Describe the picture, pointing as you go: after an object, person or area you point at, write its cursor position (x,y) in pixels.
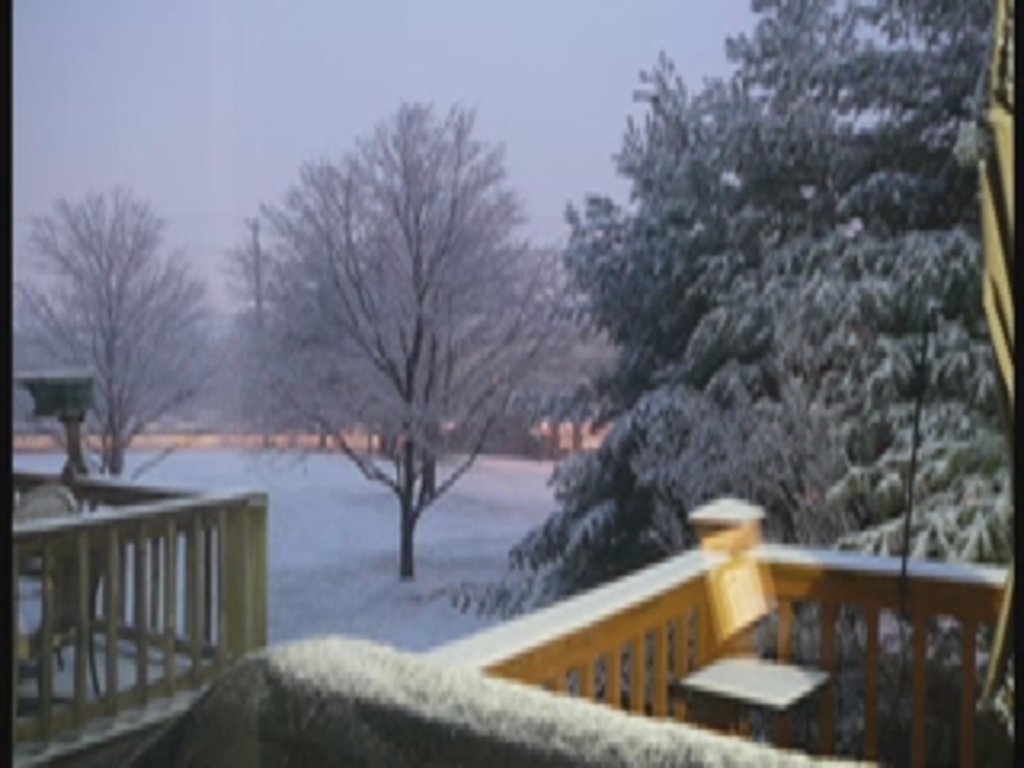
On the right side of the image (851,392) we can see tree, stool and wooden fencing (575,616). On the left side of the image (220,546) we can see wooden fencing (17,547), chair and trees (414,115).
